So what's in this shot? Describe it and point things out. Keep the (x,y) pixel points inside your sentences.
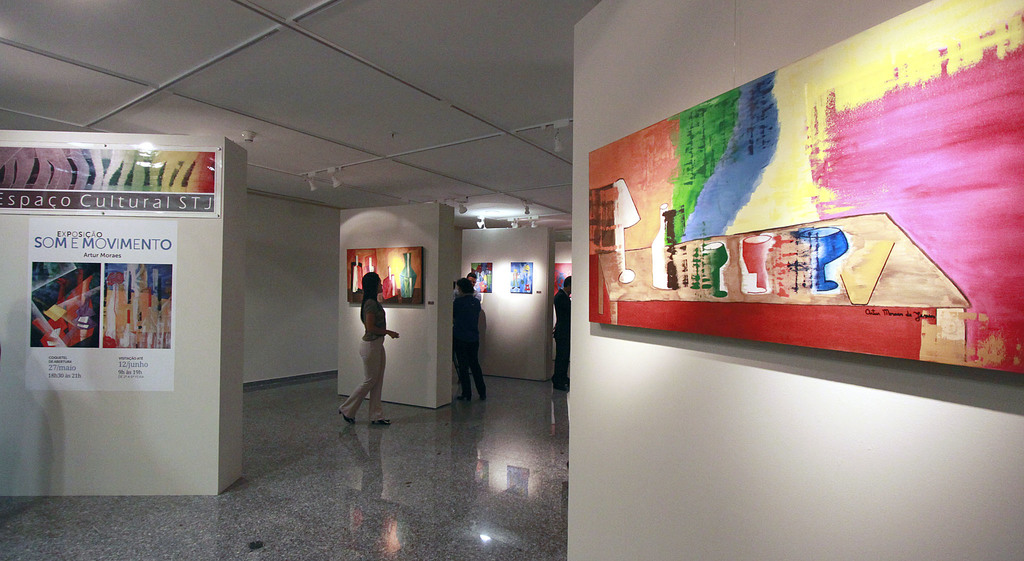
On the left side of the image (177,290) there is a solid structure (190,287). On the solid structure (194,268), we can see posters (97,267) with some text (198,197) on it. In the background (286,301) there is a wall (271,291), roof (393,37), few people (474,326) are standing, few solid structures (524,319) and a few other objects (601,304). On that structures (501,304), we can see a few frames (667,317) with paintings (650,325) on it.
